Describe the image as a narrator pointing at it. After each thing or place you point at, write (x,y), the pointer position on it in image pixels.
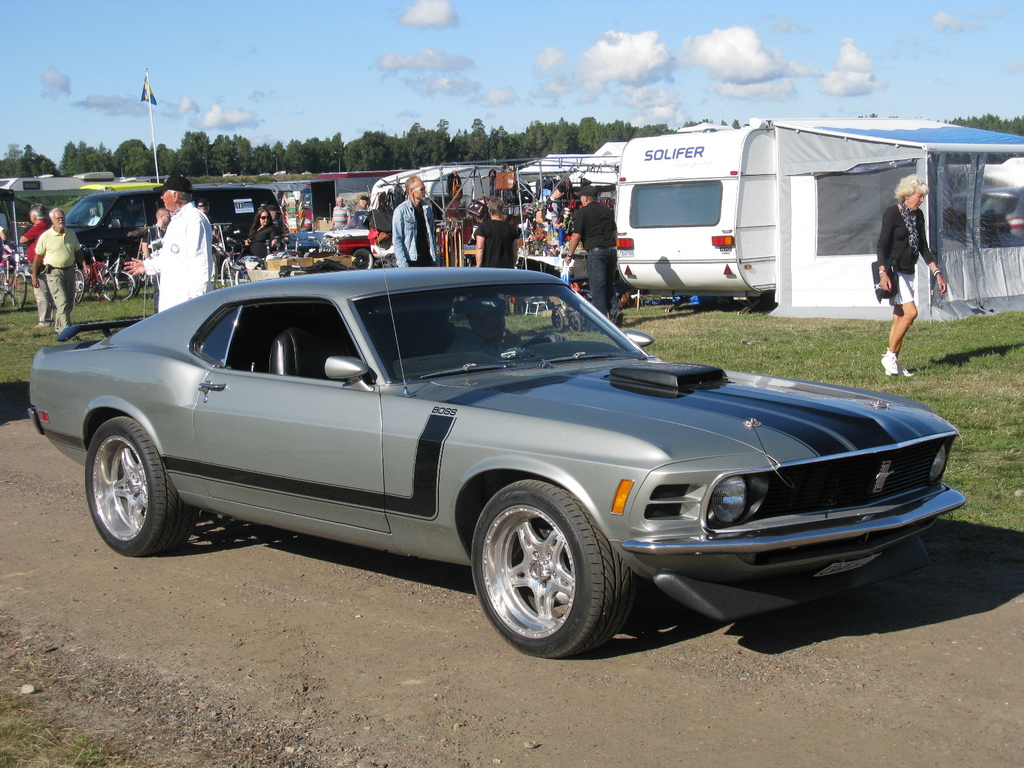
In this picture there are people (917,208) and we can see vehicles (234,222), grass (826,368), tent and few objects (286,217). In the background of the image (404,139) we can see flag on pole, trees (573,127) and sky (420,98) with clouds (458,88).
